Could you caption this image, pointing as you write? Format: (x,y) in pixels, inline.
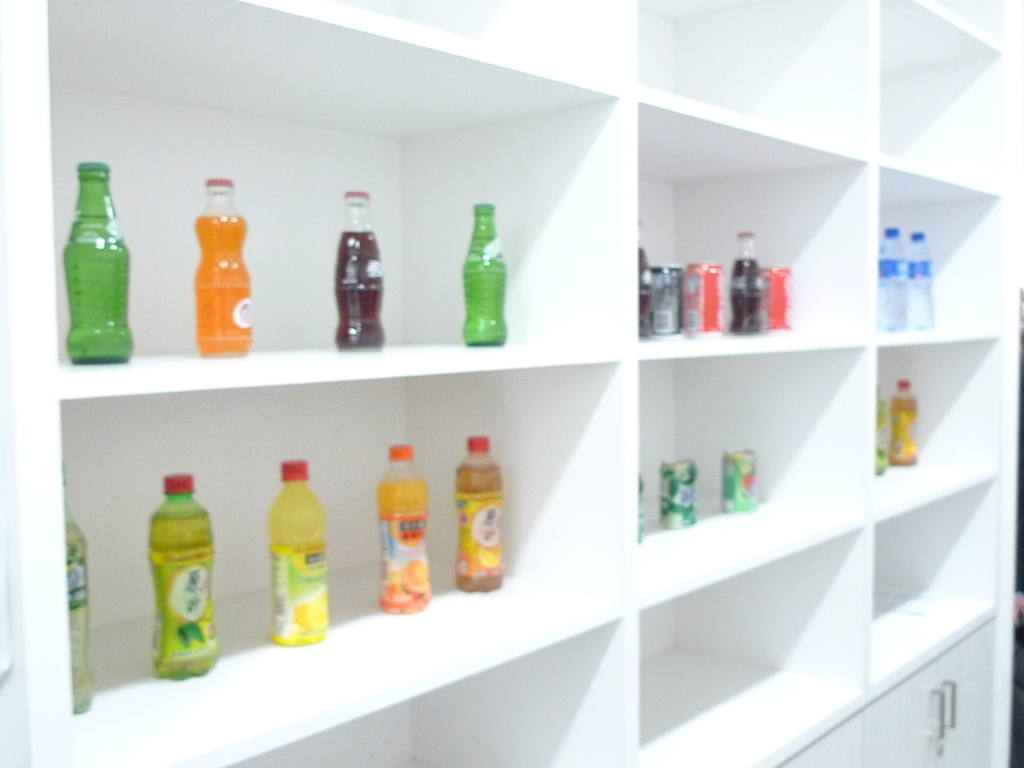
This image is clicked in a room (591,488). there are shelves (547,429) in this image and in the bottom right corner (944,693) there is a cupboard (927,710). In the Shelves (869,335) there are cool drinks (322,523) placed. There are bottles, tins (675,467). These shelves (720,454) are in white color.
